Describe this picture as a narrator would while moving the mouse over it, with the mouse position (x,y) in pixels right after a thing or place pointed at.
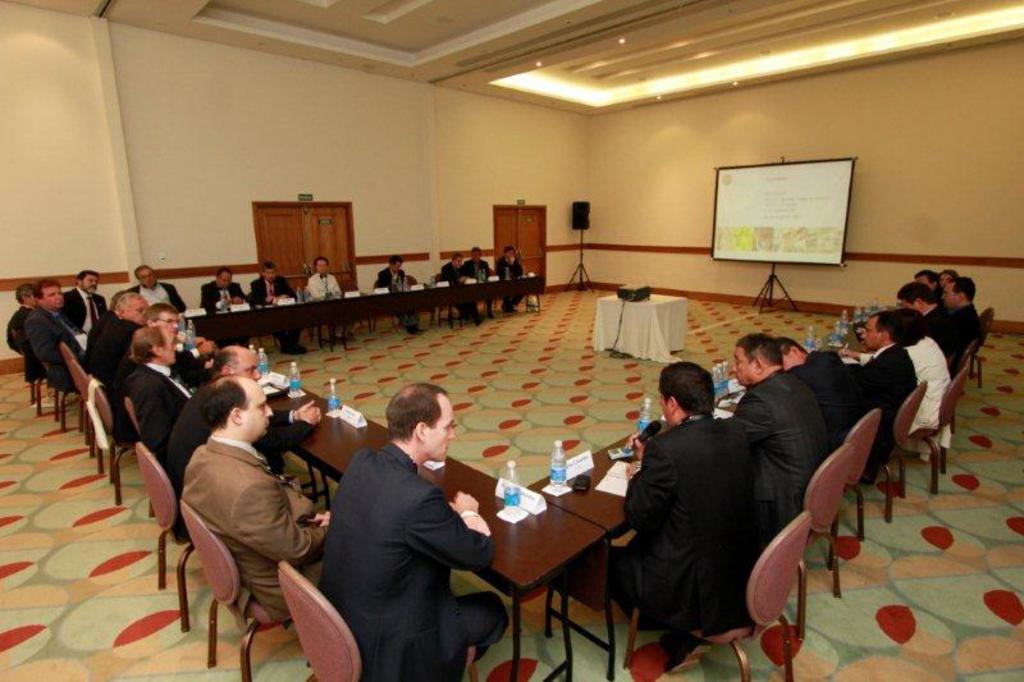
in this image the big room (343,236) is there are so many persons (404,400) sitting on the chair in front of the table (501,530) many bottles (553,470) are keeping on the table (567,515) in front of persons (443,546) one big board (726,229) is there and one table (653,314) is also there and behind the persons (324,277) there are 2 doors (288,266) are there and back ground (564,247) is very lightly.
